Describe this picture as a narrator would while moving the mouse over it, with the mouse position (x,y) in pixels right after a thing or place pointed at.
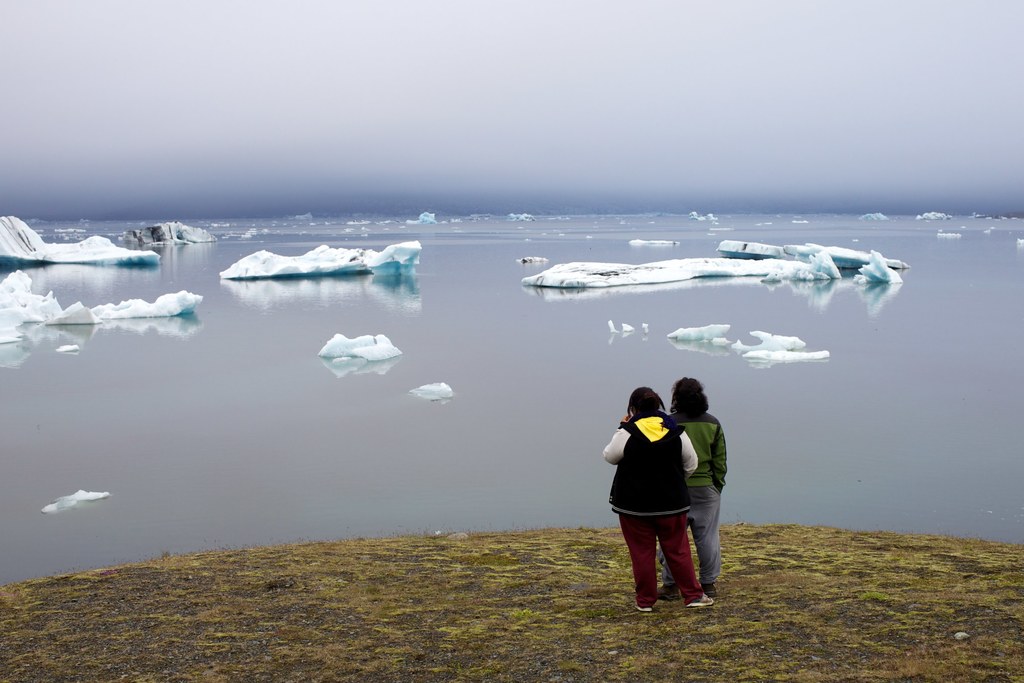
This is the picture of two people (671,488) who are on the floor (519,595) and also we can see iceberg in front of them.
